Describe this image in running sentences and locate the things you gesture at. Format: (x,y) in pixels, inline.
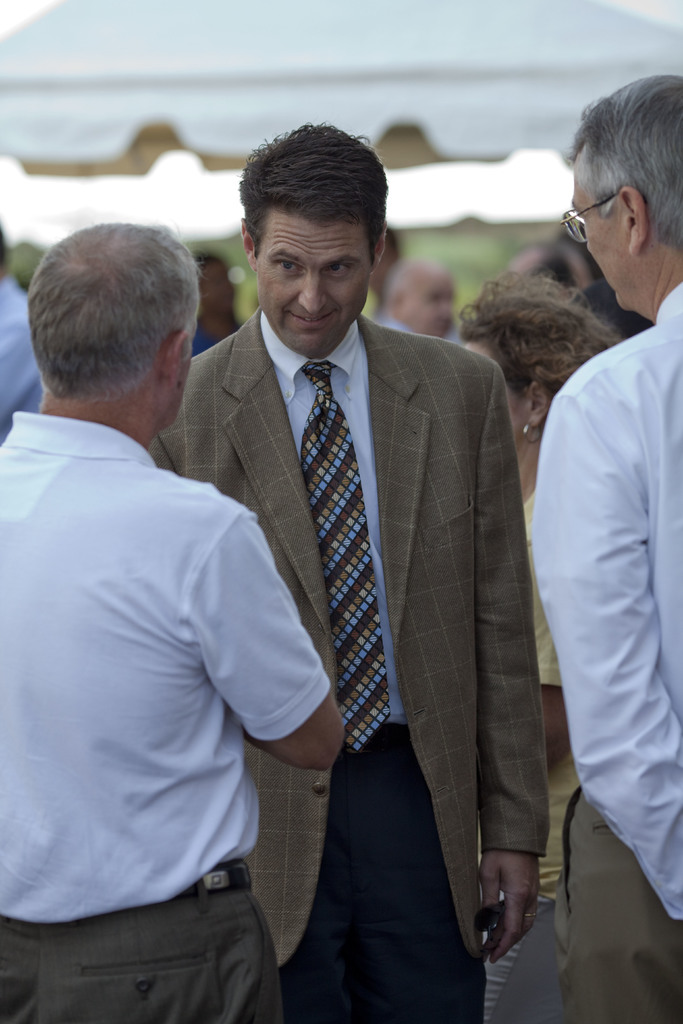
This picture shows few people (411,294) standing and we see a man (637,344) wore spectacles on his face (600,212) and another man (364,375) wore coat (375,428) and a tie (330,369) and we see couple of men (203,536) wore white color shirts (538,492).
